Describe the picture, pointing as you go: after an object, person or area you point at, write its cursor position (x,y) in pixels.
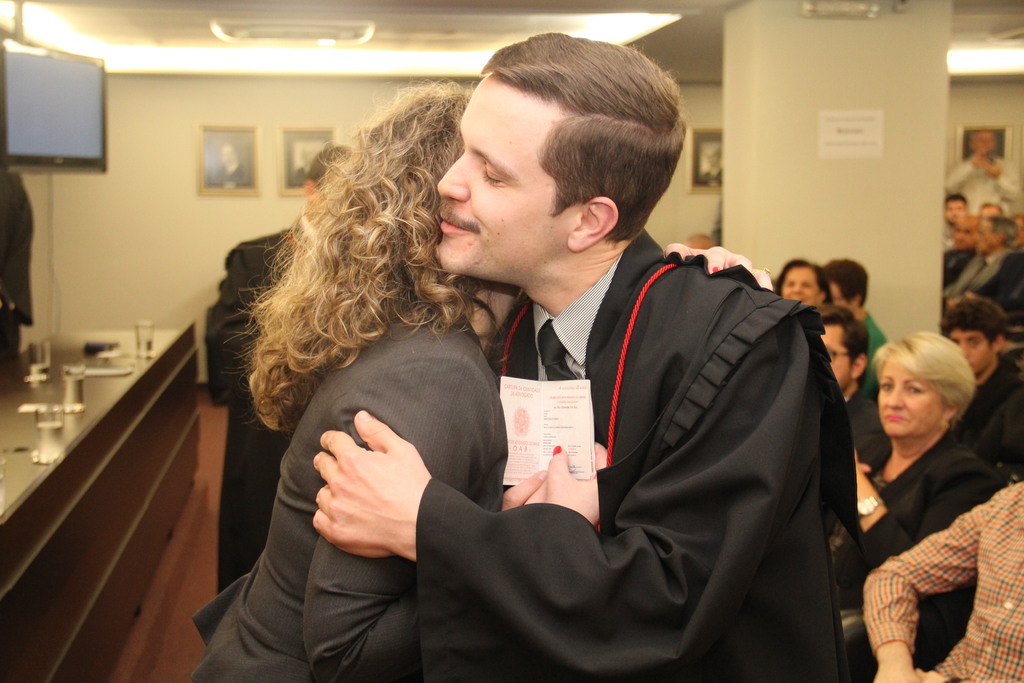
In this picture I can see two persons (304,576) hugging each other, there are few people (1,278) standing, there are group of people (1012,658) sitting, there are glasses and some objects (28,378) on the table (56,390), there is a television (4,57) and there are frames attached to the wall (221,93).
